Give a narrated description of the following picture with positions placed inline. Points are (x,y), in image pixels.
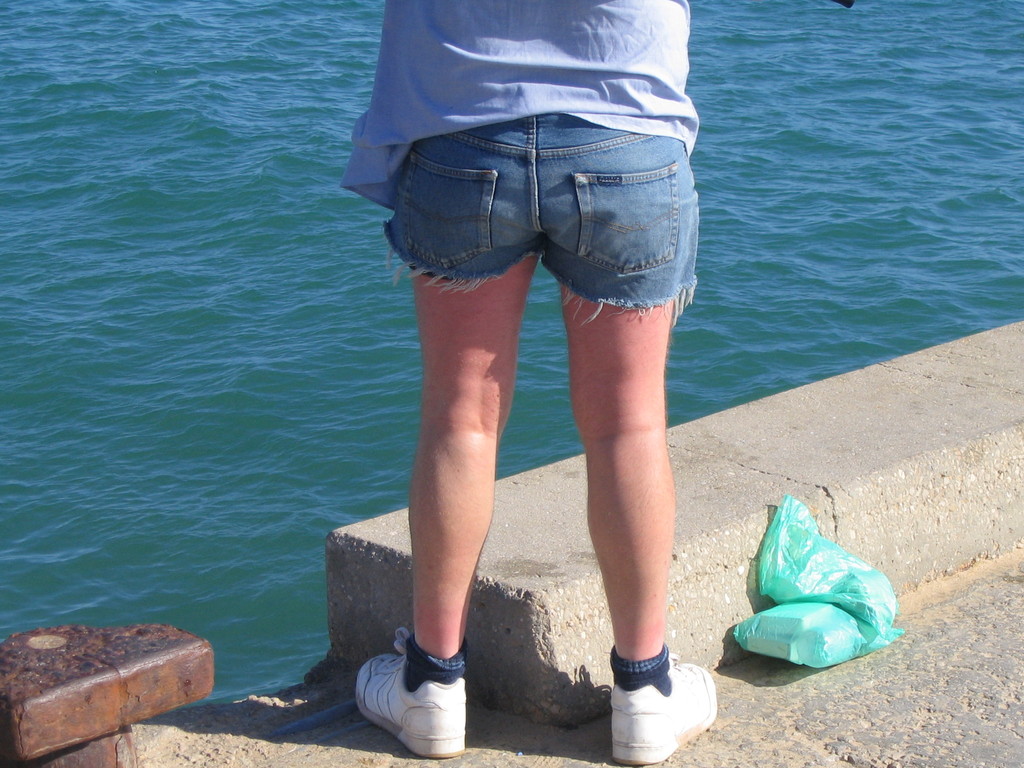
Here is a person (501,288) standing. This person (626,285) wore a shirt (608,107), short (637,276), socks (645,678) and shoes (459,711). I can see a green color polythene bag (790,626). Here is the water (287,552) flowing.
